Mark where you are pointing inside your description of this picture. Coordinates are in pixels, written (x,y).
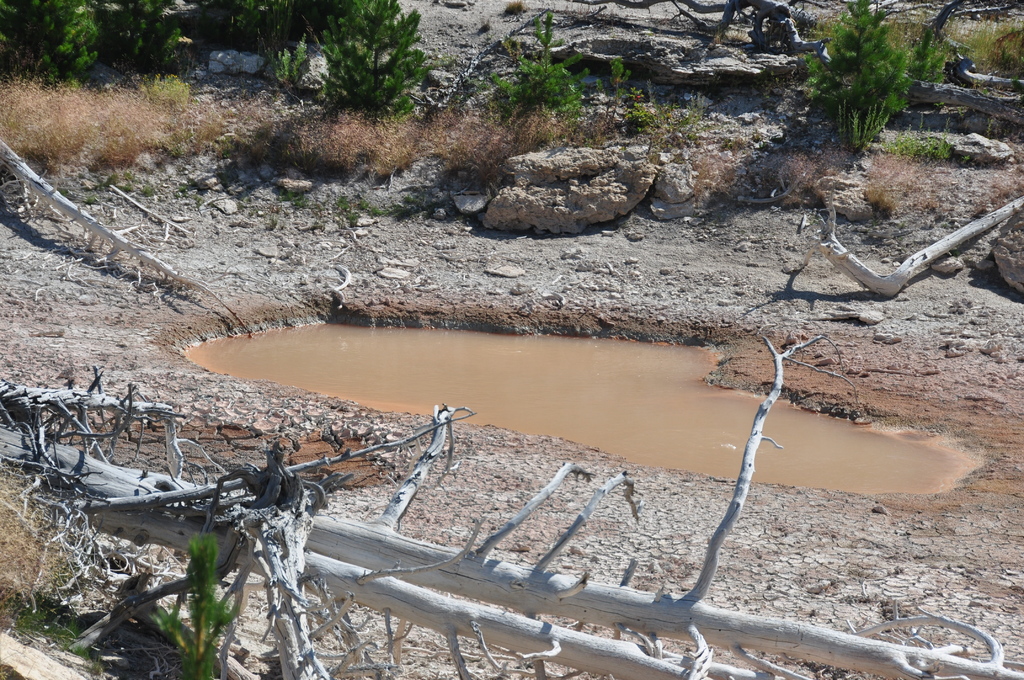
In the image there is a pond (457,399) in the middle (386,342) with land (505,516) all over it and plant (336,38) in the back (727,143) and dried tree (627,645) in the front (702,661).
